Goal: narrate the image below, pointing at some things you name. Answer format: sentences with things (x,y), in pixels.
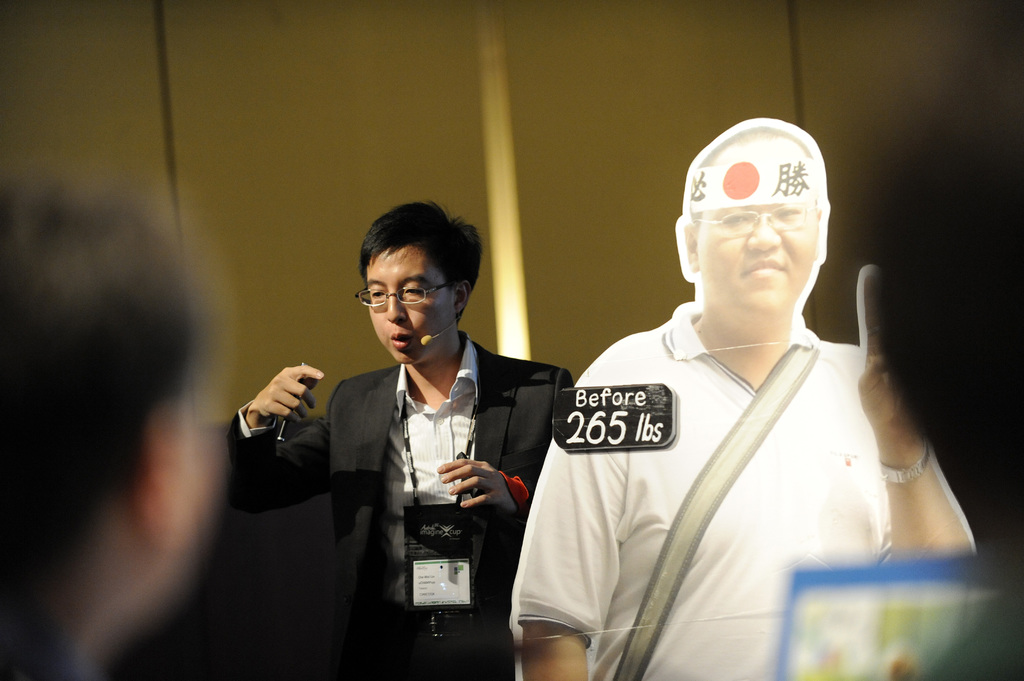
On the left side (67,427), there is a person (86,518). On the right side (750,342), there is a cutout (751,357) of a person (714,420). In the background (342,405), there is a person (354,387) in a suit (354,387), holding an object (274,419) with a hand (274,418) and speaking and there is a wall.
